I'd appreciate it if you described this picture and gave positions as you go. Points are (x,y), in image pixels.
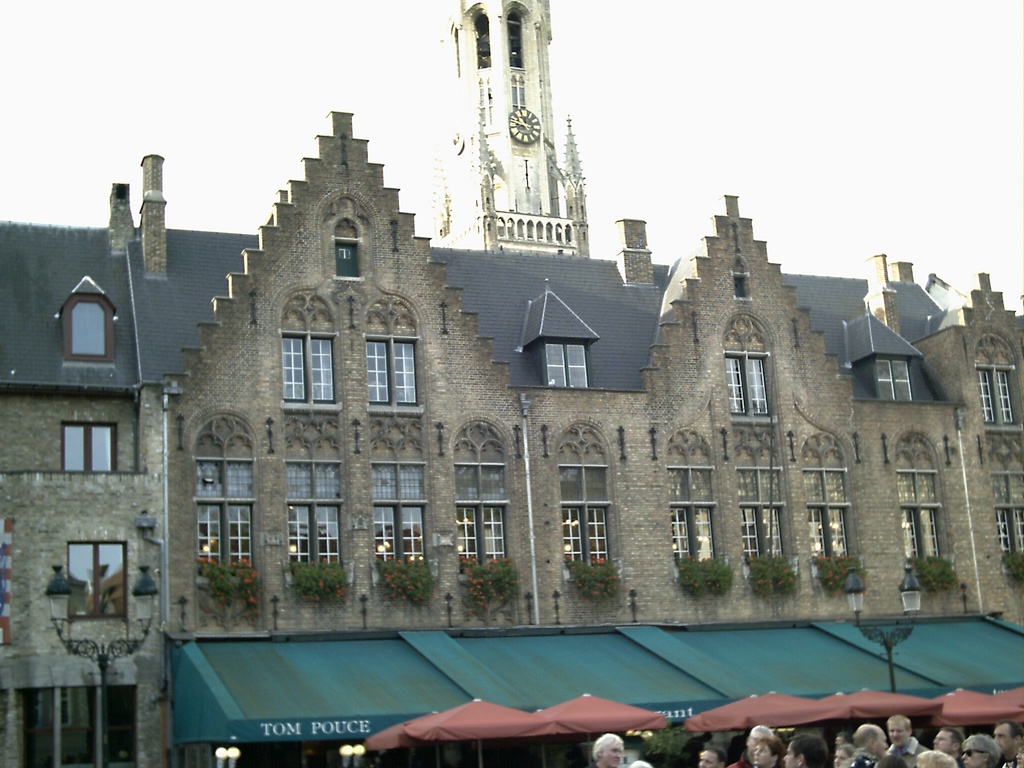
As we can see in the image there are buildings (438,424), windows (487,529), plants (596,559), few people (879,753) here and there, clock (515,132) and sky (205,90).
